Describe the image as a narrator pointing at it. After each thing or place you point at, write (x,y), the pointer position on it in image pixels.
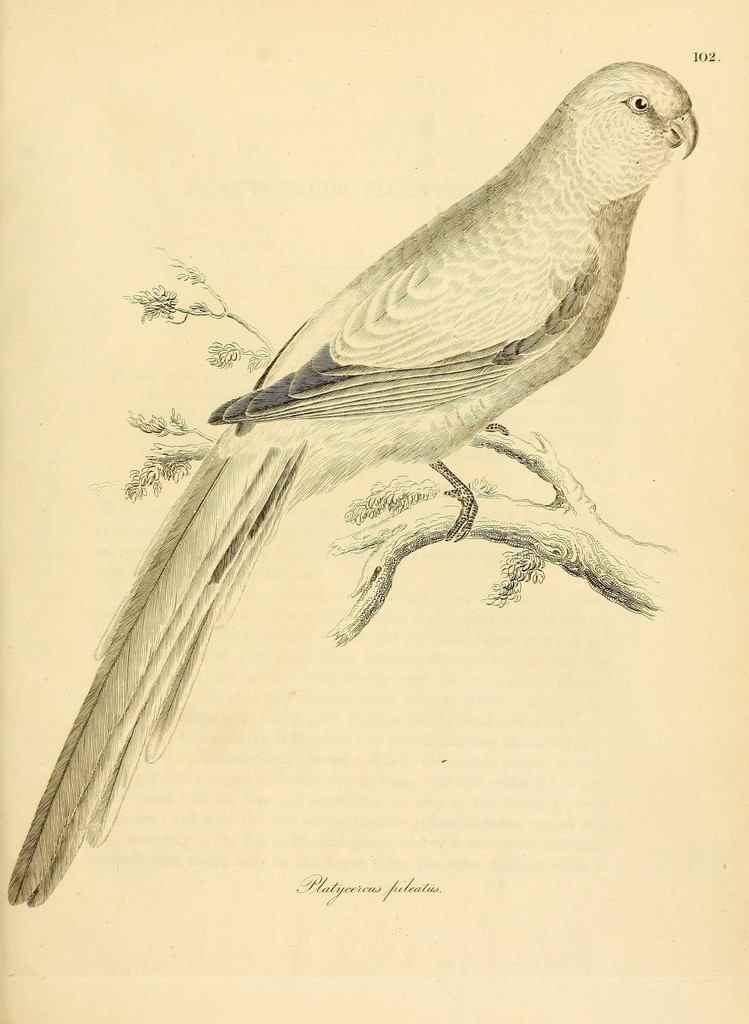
In this image there is a sketch (283,382) of a parrot (658,144) on a stem (557,561) at the bottom (351,890) there is some text (379,895).
